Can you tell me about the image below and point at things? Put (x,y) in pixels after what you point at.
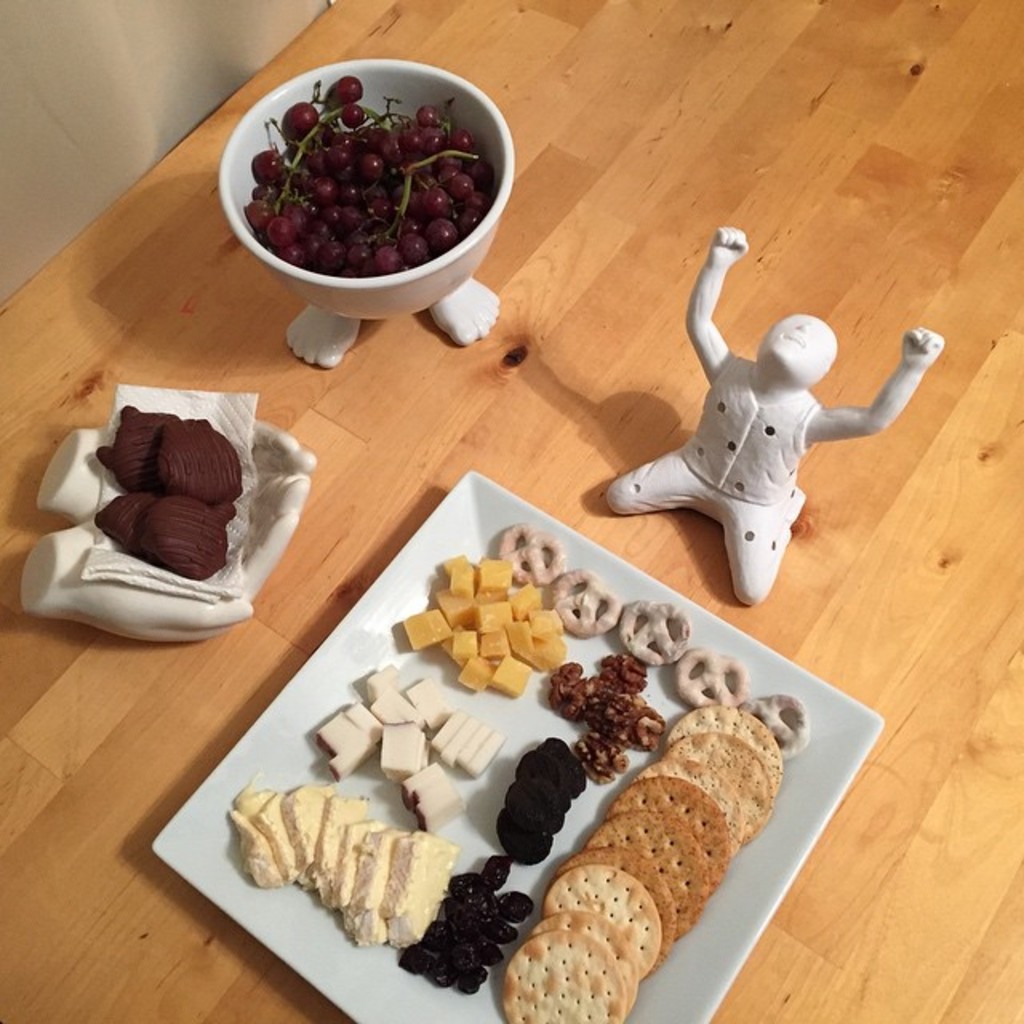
In this image I can see the cream and brown colored wooden surface (855,121) and on it I can see a white colored bowl (425,292) and white colored plate (419,597). I can see few fruits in the bowl (440,271) and few food items (513,690) on the plate (539,687). I can see few other white colored objects (192,619) on the wooden surface (744,322).
